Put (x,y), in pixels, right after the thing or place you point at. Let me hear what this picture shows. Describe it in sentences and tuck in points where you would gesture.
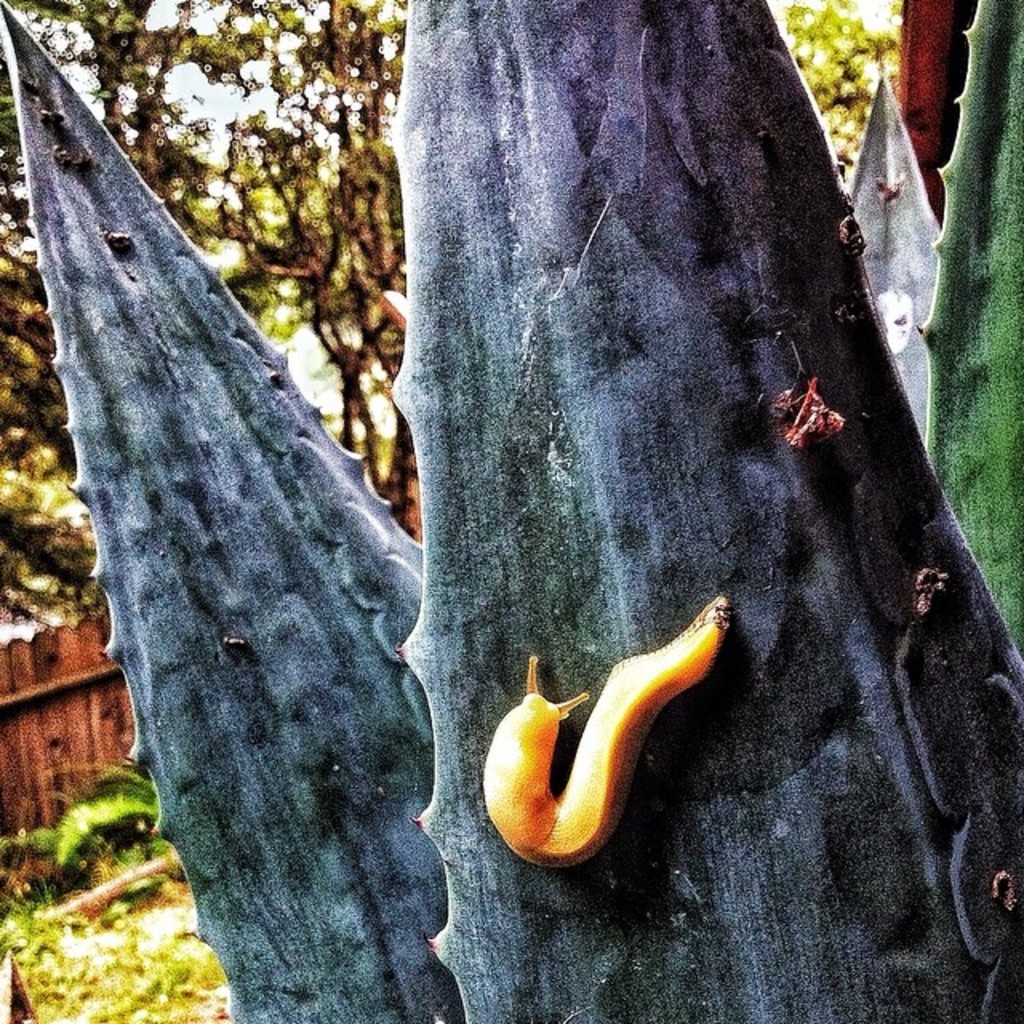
In this image we can see a slug (571,834) on the plant (409,611). In the background (71,716) we can see group of trees (291,84), a wooden fence (61,726).
